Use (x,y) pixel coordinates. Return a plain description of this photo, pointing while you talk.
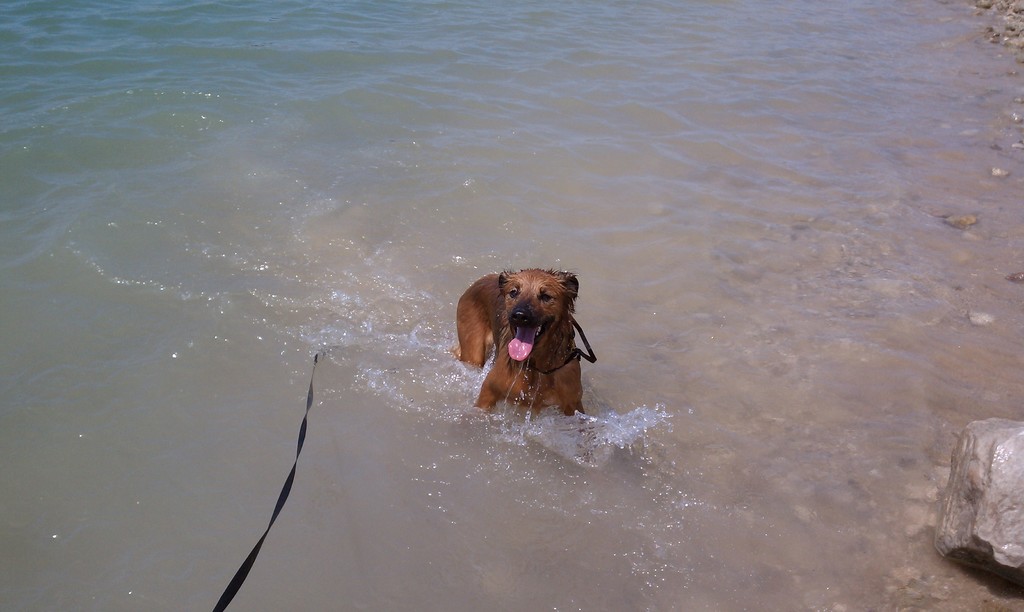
In this image there is a dog (548,344) in the water (314,350).
